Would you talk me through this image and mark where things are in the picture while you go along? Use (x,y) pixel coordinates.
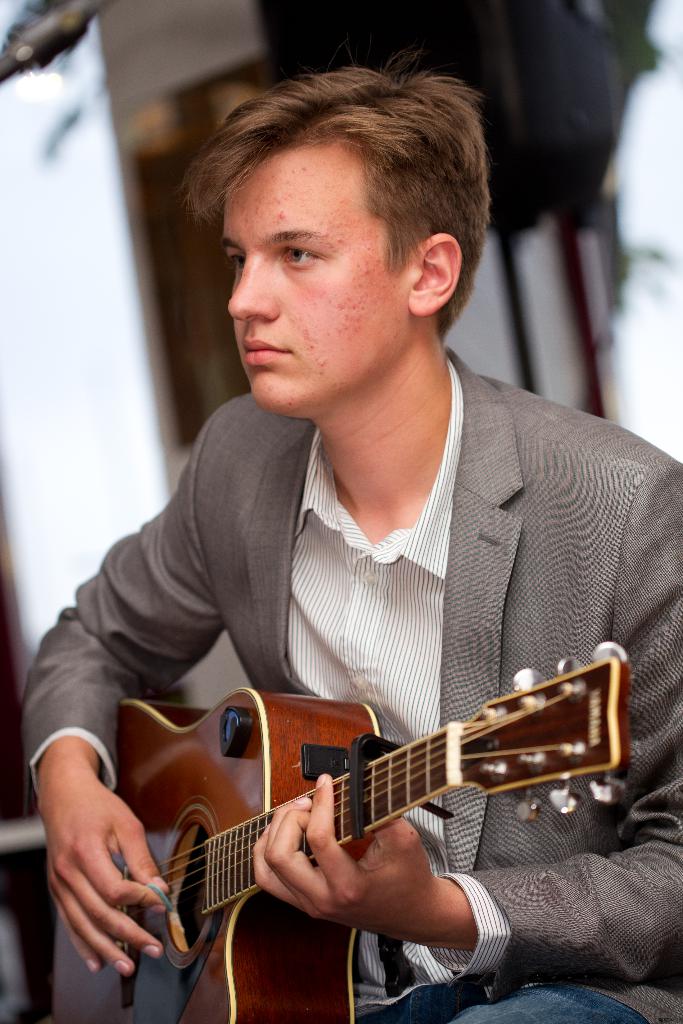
This picture shows a boy (298,520) wearing a suit (226,578) and playing a guitar (199,819) in his hands (292,872). In the background (201,410) there is a wall (181,29).
